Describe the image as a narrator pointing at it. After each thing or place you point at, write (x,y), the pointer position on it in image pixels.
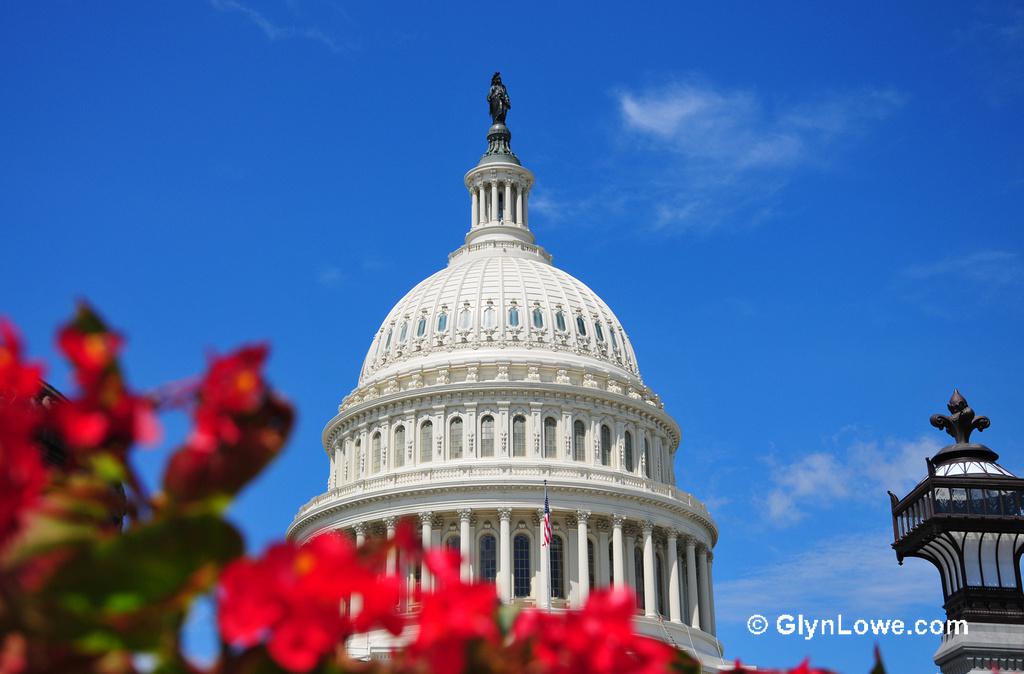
There is a dome (536,313) in the center of the image (589,362) and there is a statue (494,113) on it and there is a lamp pole (970,601) in the bottom right side (952,580), there are flowers (90,421) at the bottom side (142,463) and there is sky (581,173) in the background area (675,249).
